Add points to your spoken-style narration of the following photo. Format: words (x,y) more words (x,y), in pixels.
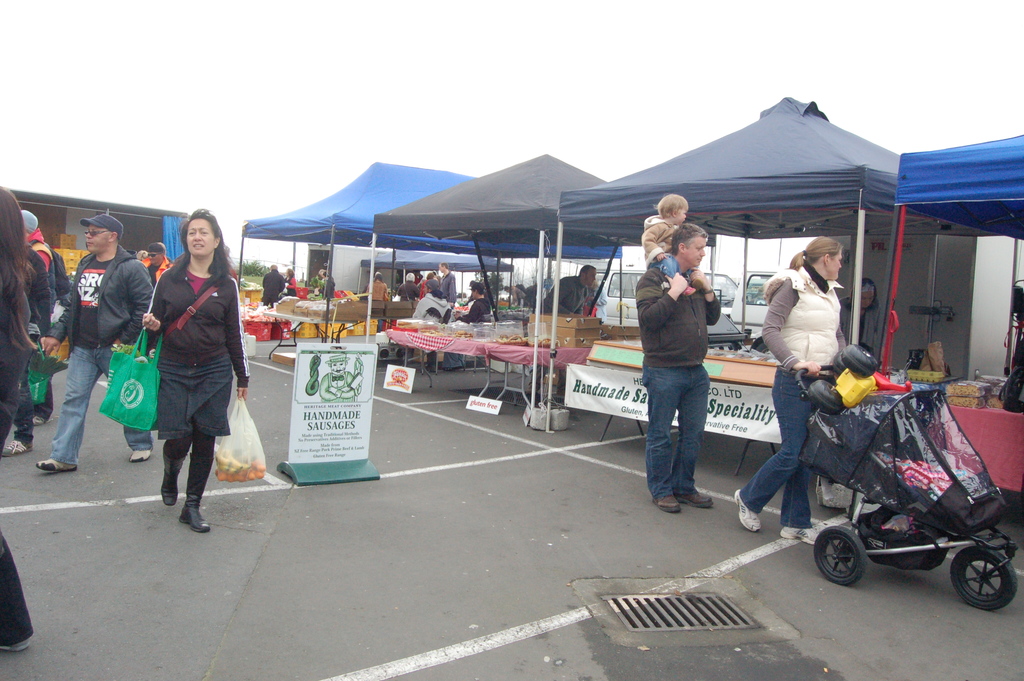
In this image, on the right (821,462), there is a lady (783,300) holding baby stroller (859,439) and there is a man (676,349) holding baby (668,256) on his shoulders (651,291) and there are tents (613,187), we can see some vegetables (464,307) and fruits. In the center of the image (364,424), there is a board (328,427) and on the left (169,401), there are some people (156,326) walking, holding some bags (125,372) in their hands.
